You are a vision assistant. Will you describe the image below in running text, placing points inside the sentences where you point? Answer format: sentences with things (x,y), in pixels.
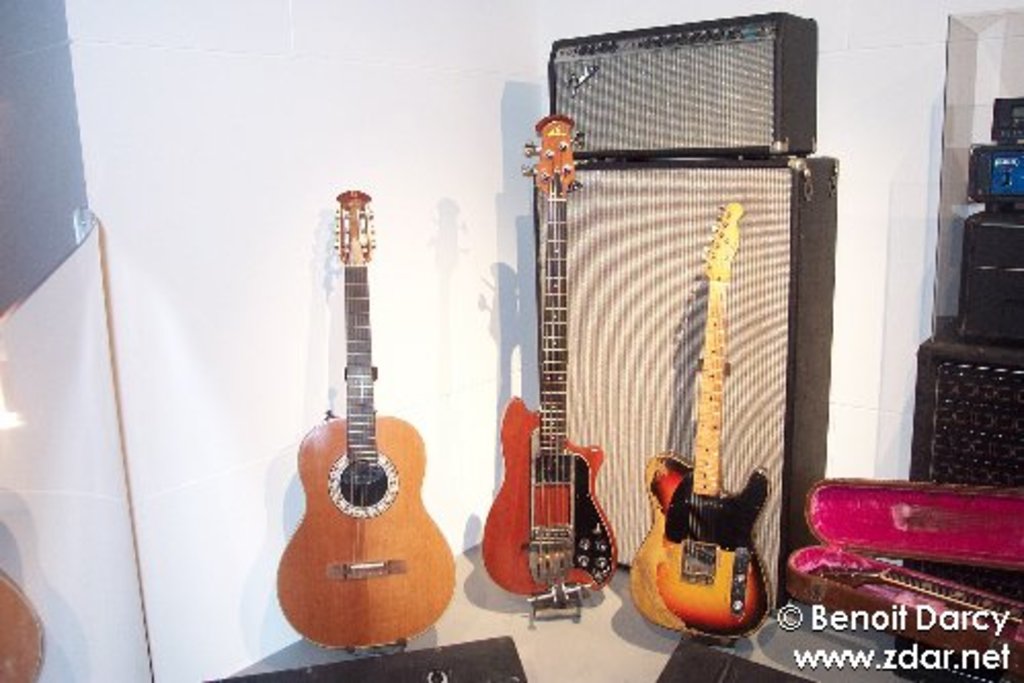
In this picture we can see some musical instruments (699,437) here which are 3 in number and it seems like some musical room (175,142).
